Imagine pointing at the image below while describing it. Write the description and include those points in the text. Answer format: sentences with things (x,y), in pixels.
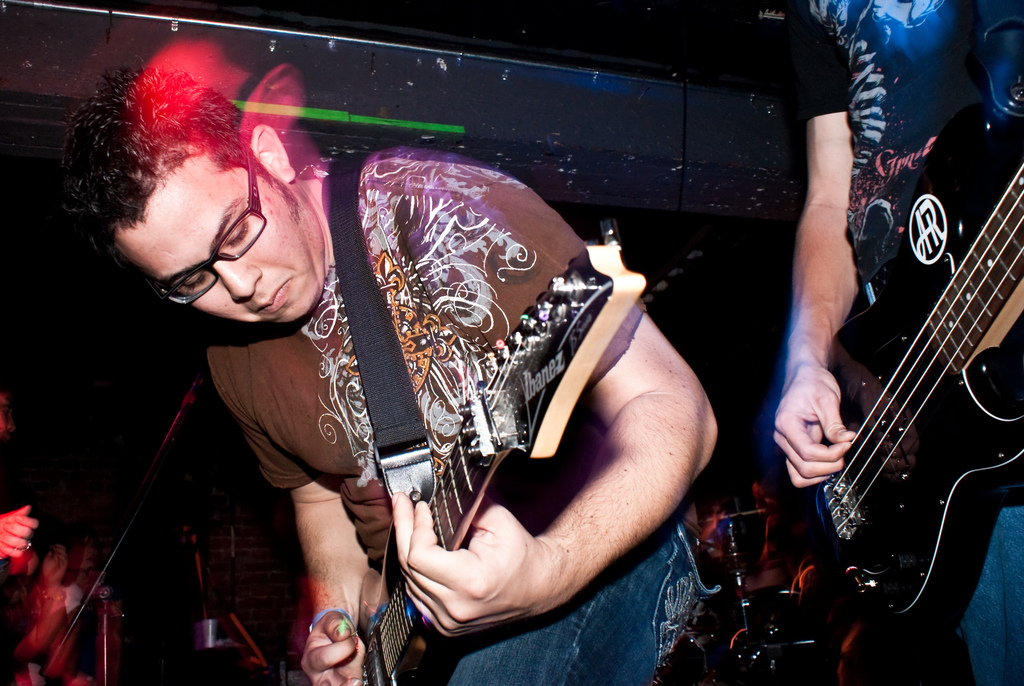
In this image, few peoples (569,551) are playing a musical instrument (403,589). On right side (932,466), we can see a guitar (912,450). On left side (121,538) we can see a human hand (13,535), stand (143,497) here. The back ground (269,618), we can see a brick wall (263,607), some items (250,636) are placed here and here.
